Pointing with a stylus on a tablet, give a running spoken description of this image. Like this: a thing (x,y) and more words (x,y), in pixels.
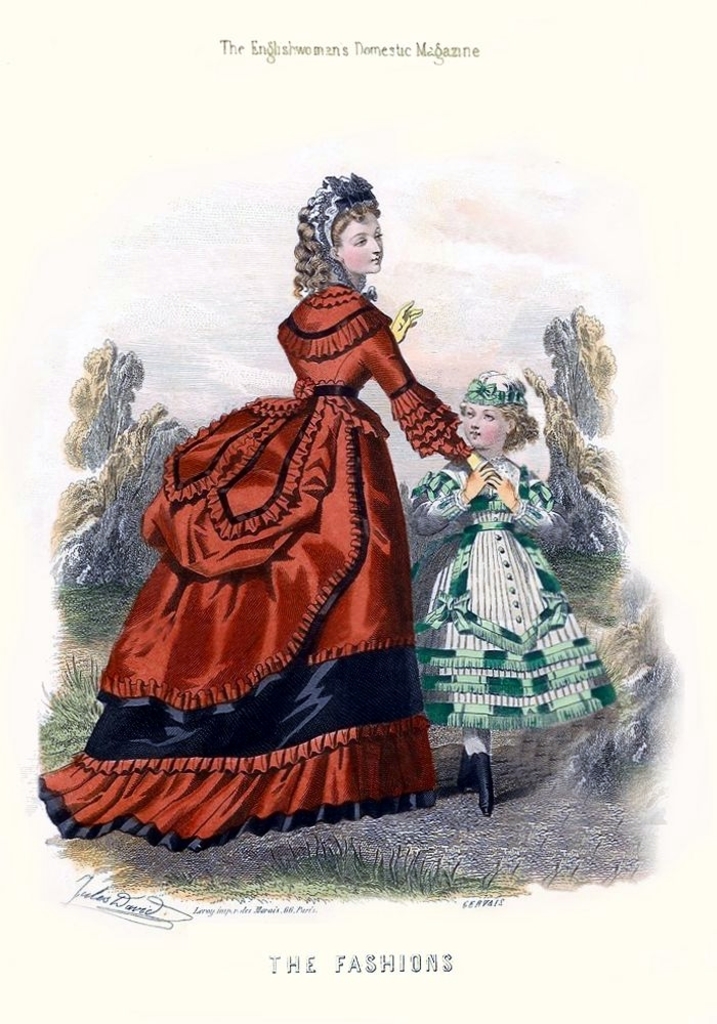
There is a poster (194,426) having painting (654,649). On which, there is a girl (591,674) standing and holding a hand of a woman (416,316) who is standing on the ground (443,778). In the background (91,417), there are trees (582,323) and there is sky (156,336).
